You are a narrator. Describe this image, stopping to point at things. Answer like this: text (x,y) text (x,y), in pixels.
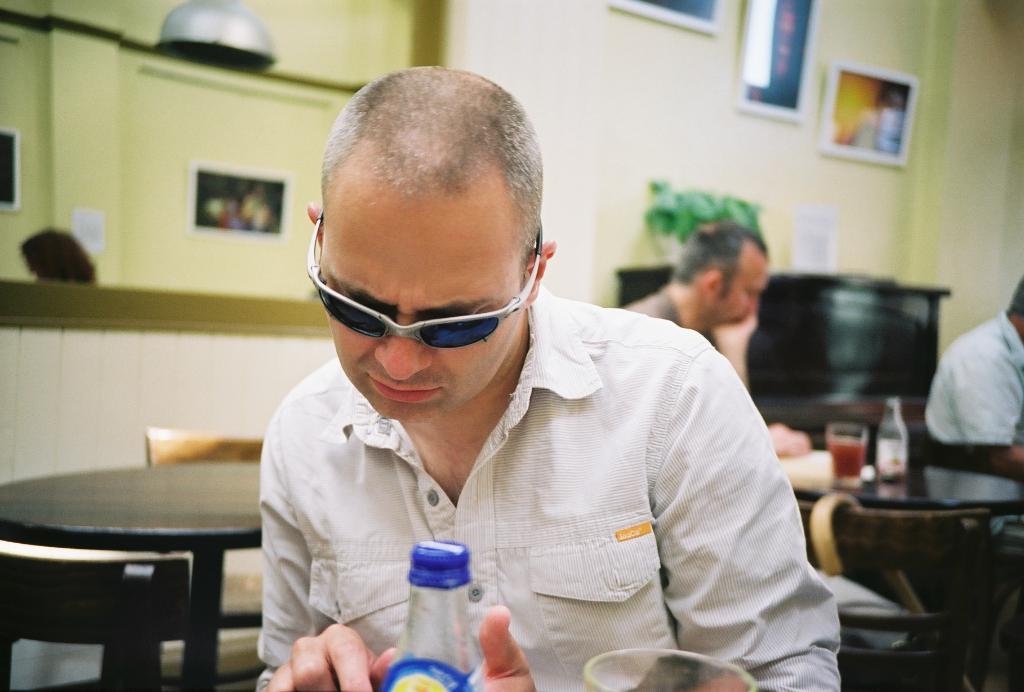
There is a man (420,346), in front of him we can see bottle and glass (587,687). In the background (77,495) we can see chairs (39,547) and table (62,544), we can see bottle (886,455) and glass (830,426) on the table (924,479), there are people (1008,358) sitting and we can see frames (823,118) on the wall (616,105) and few things (175,22).
